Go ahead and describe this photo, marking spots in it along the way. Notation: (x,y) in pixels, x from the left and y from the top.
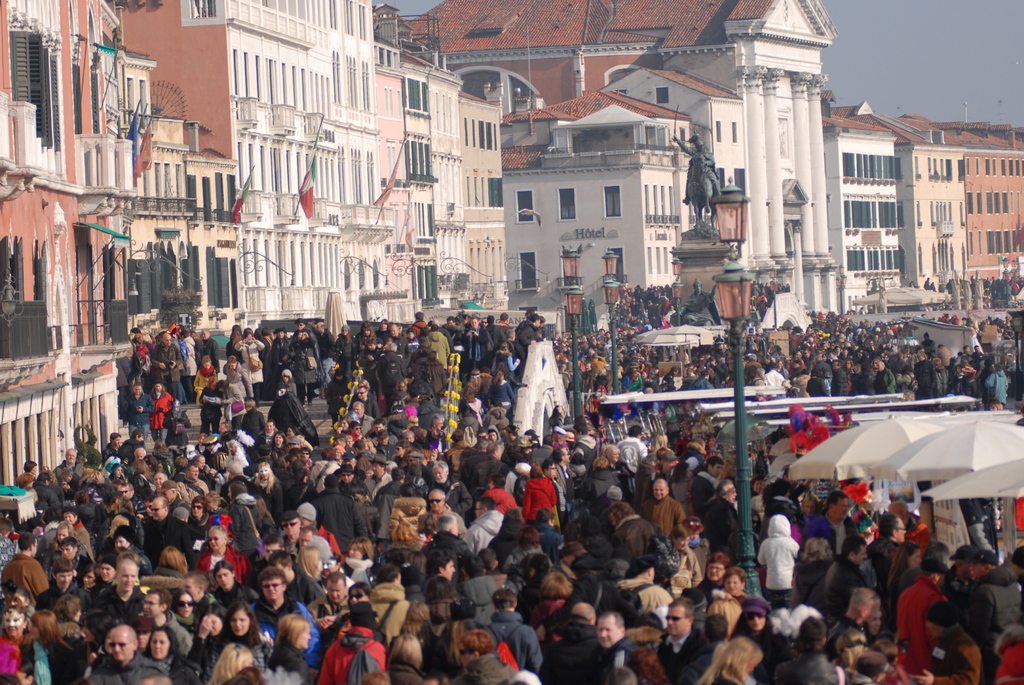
In the image in the center, we can see group of people (315,466) were standing. And we can see poles (568,259), tents (900,453) etc. In the background (630,245) we can see the sky (918,56), buildings (922,140), pillars (754,159), windows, flags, fences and statues (706,196).
